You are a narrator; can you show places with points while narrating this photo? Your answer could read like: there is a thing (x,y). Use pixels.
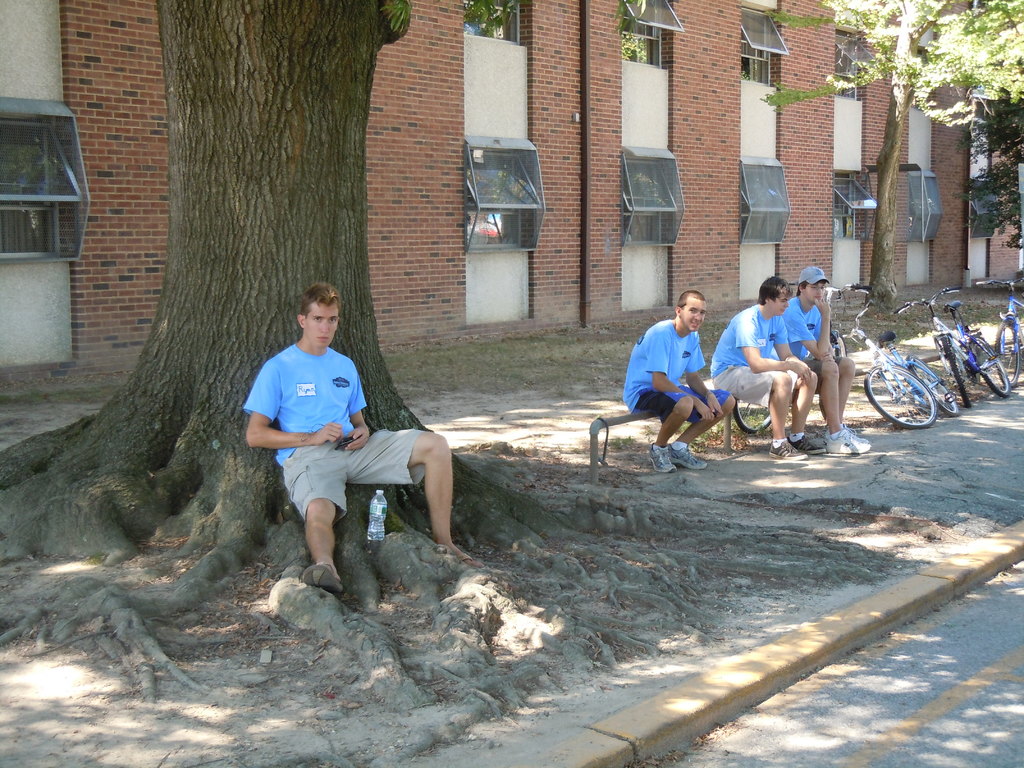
in this image there could be four boys (773,304) three boys (668,427) are sitting on the bench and one boy (436,468) is sitting on the tree (398,491) beside the boys (677,409) the cycles (888,374) are there all are wearing blue t-shirt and grey color short (378,457) and one is wearing black color short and the back ground (888,110) is sunny.
